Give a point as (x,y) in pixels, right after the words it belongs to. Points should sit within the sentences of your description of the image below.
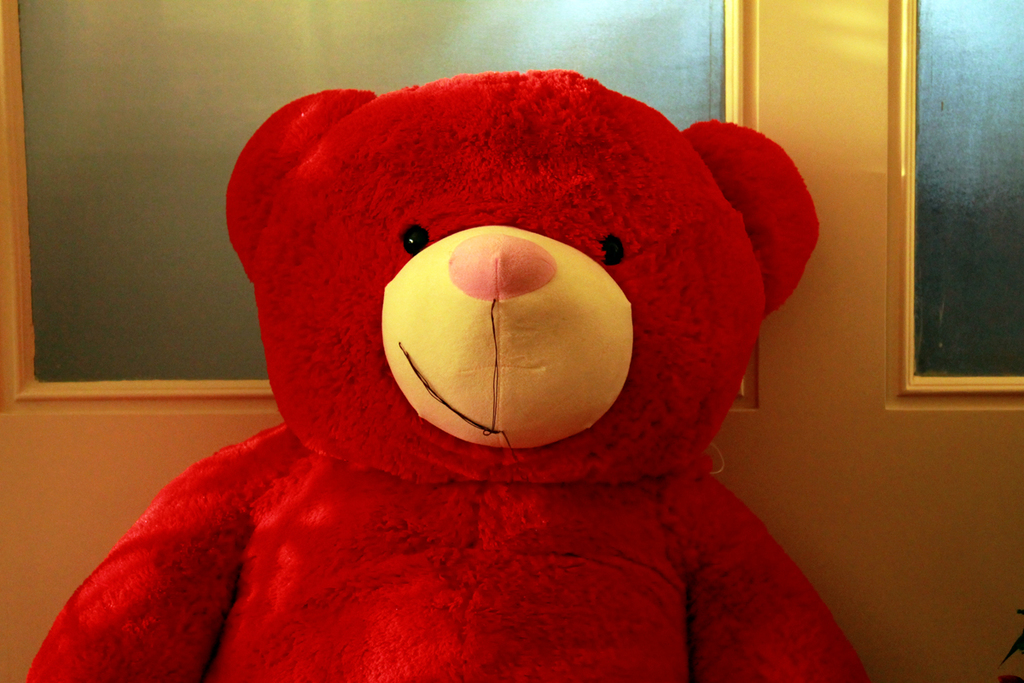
There is a red color teddy bear (510,333) in the foreground area of the image (492,330), it seems like a window (85,239) in the background (95,248).
